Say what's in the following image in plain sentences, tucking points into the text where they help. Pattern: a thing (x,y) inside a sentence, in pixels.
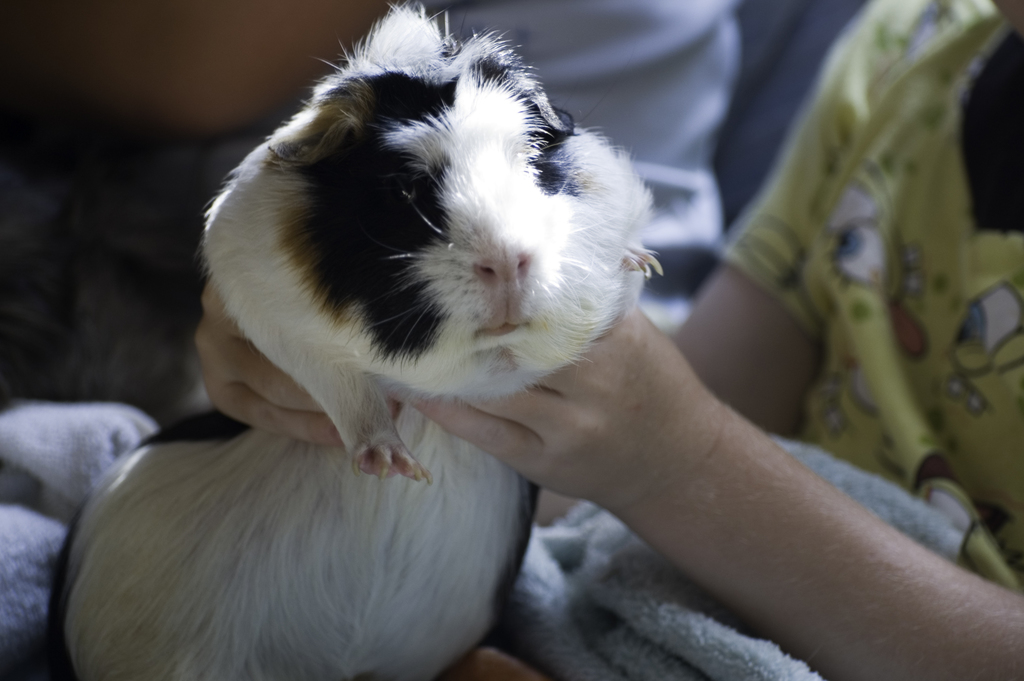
In this picture I can see a human (860,434) holding a guinea pig (379,456) in her hands (617,333), it is white black and brown in color and I can see a cloth (633,560).
